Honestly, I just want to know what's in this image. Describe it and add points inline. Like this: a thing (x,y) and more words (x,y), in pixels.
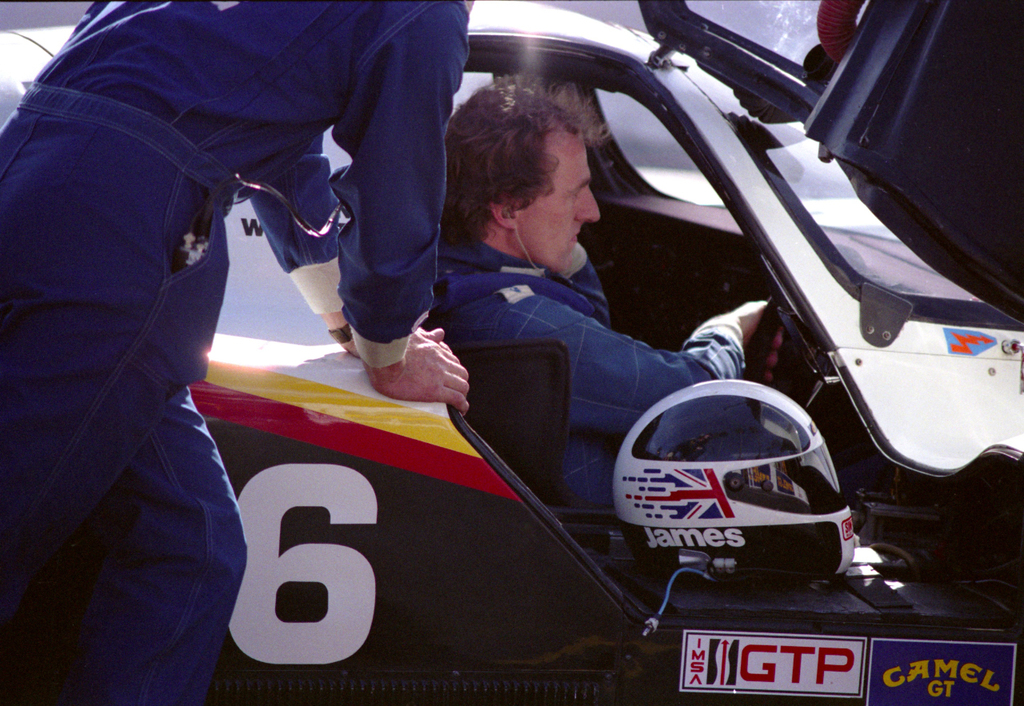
In this picture we can see a car (860,337), there is a man (639,360) sitting in the car (865,309), on the left side (127,302) we can see a person (182,308) is standing, we can see a helmet (672,475) in the front (686,566).
